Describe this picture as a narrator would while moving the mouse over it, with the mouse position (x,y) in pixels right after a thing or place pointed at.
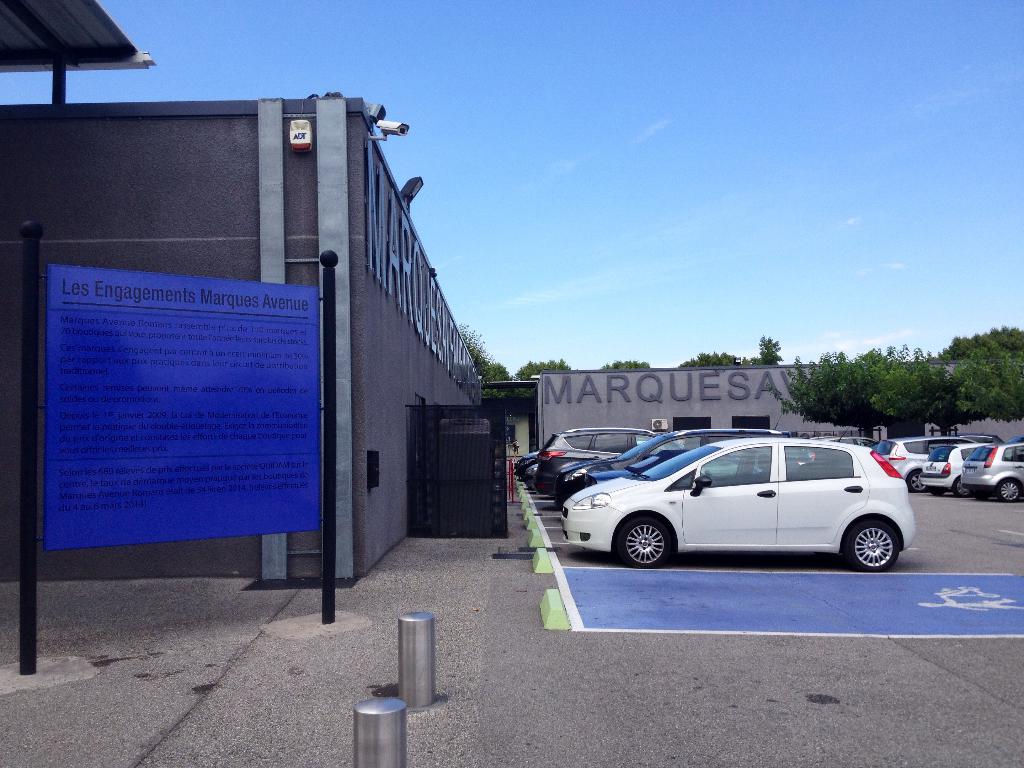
In this image we can see group of cars (980,475) placed in a parking lot (919,521). In the background (600,383) we can see group of buildings (612,388), a sign board (205,374), poles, trees (962,376) and sky (808,167).
